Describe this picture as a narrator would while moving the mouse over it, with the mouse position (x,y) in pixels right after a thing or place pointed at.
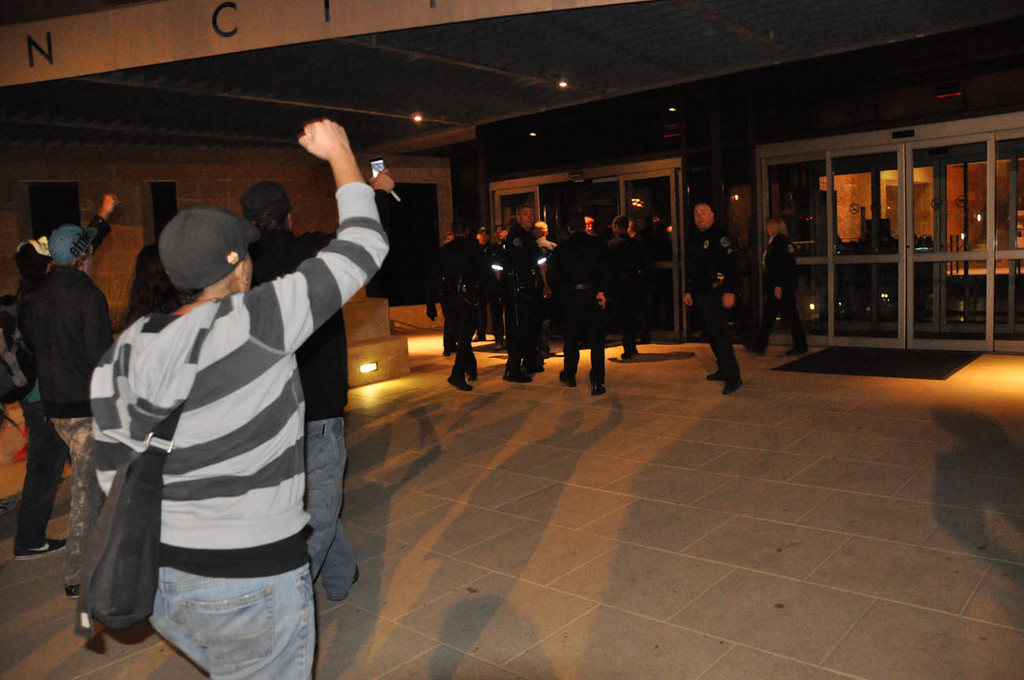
In this picture I can observe some people (535,306) walking on the floor (460,402). Most of them are men (527,264). In the background (939,240) I can observe glass doors (858,216).
